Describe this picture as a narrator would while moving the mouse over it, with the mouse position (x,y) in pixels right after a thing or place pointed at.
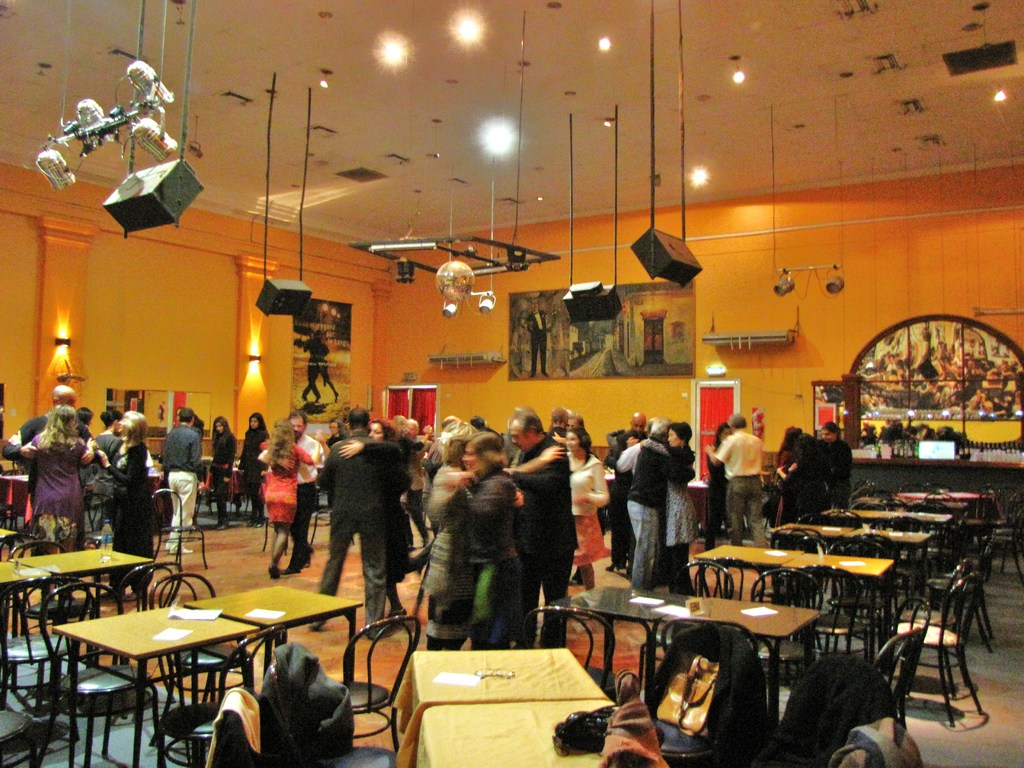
this picture shows a group of people (353,483) standing and we see chairs (273,630) and tables (230,605) around and we see people (358,418) dancing as couples (561,455) and we see few lights (399,64) on the roof (624,76) and sound boxes (676,254) around.
